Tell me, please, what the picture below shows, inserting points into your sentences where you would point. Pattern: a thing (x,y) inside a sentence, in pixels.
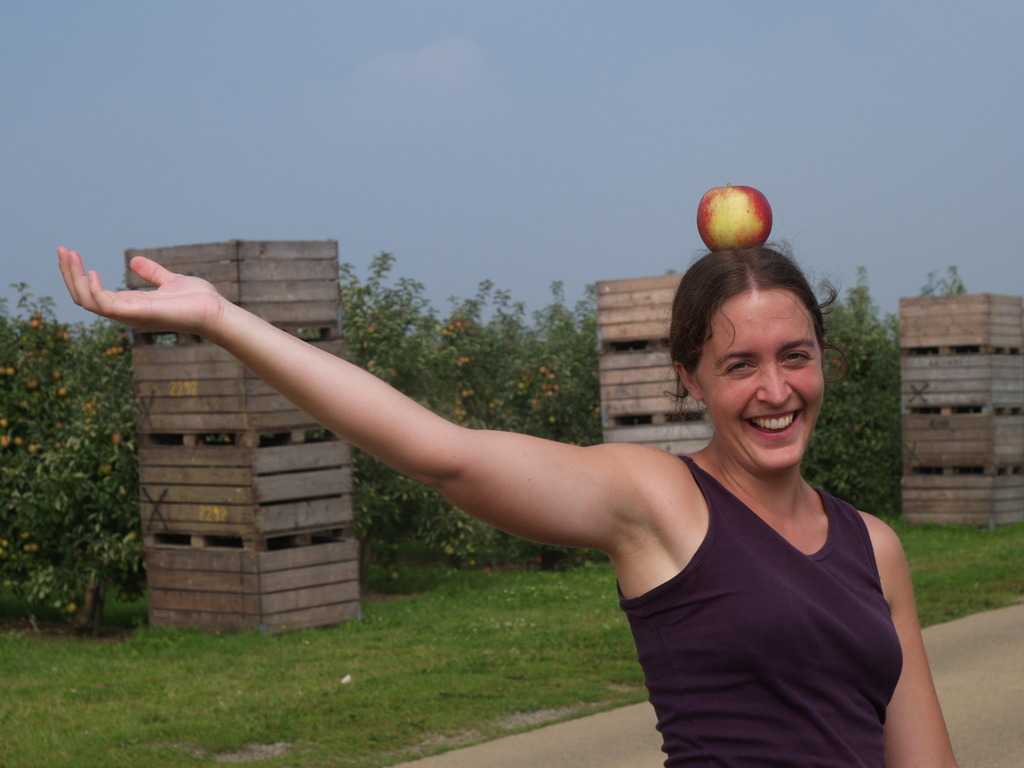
This is the woman (797,489) standing and smiling. I can see a red apple (732,248) on woman head (728,378). These are the kind of wooden pillars (656,376). I can see trees (97,376).
